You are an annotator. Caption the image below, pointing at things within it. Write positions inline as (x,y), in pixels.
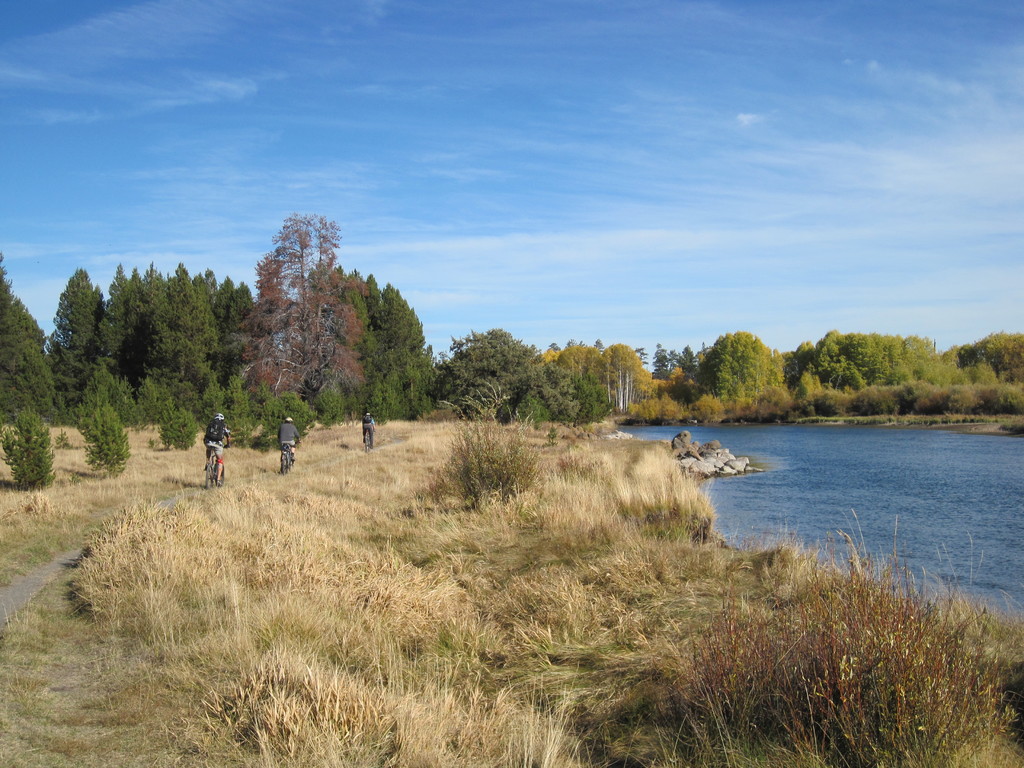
In the foreground of the image (633,698) we can see grass (557,621). In the middle of the image (388,317) we can see some water body (805,446), trees (323,381), rocks (721,466) and some persons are riding bicycles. On the top of the image (192,225) we can see the sky (743,118).
